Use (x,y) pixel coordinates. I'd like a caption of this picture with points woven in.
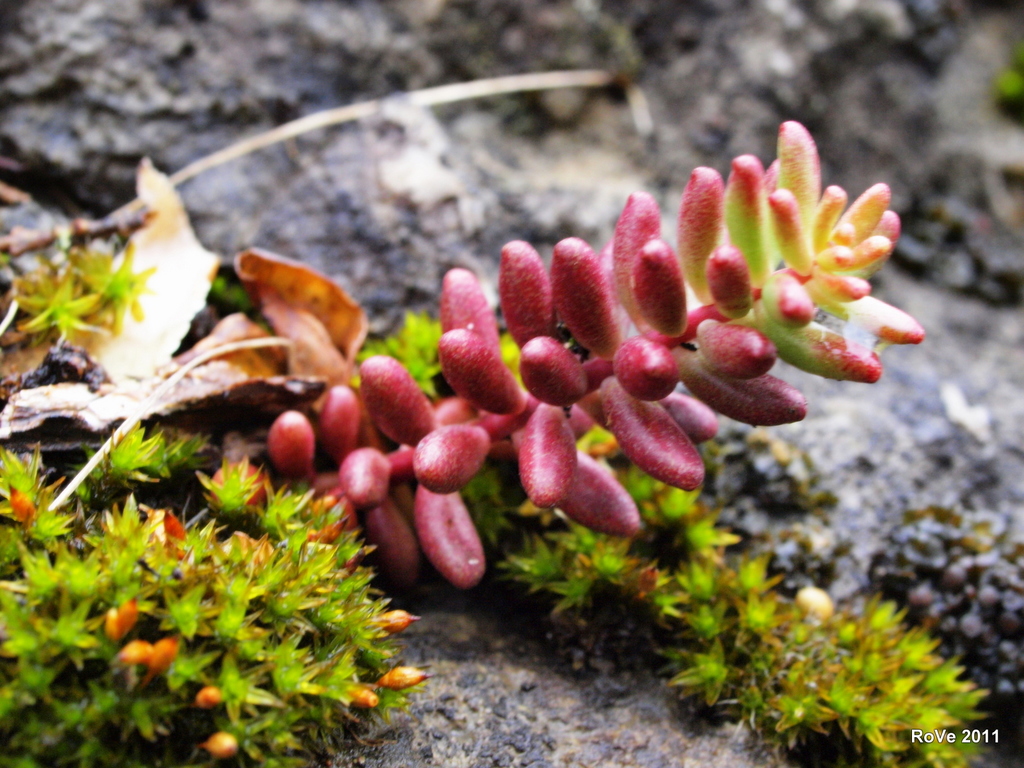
On the left side (152,508), there are plants (89,638) having fruits (532,363) and green color leaves (10,464) and there is a dry leaf (352,322) on a surface (489,735). And the background (974,160) is blurred.
